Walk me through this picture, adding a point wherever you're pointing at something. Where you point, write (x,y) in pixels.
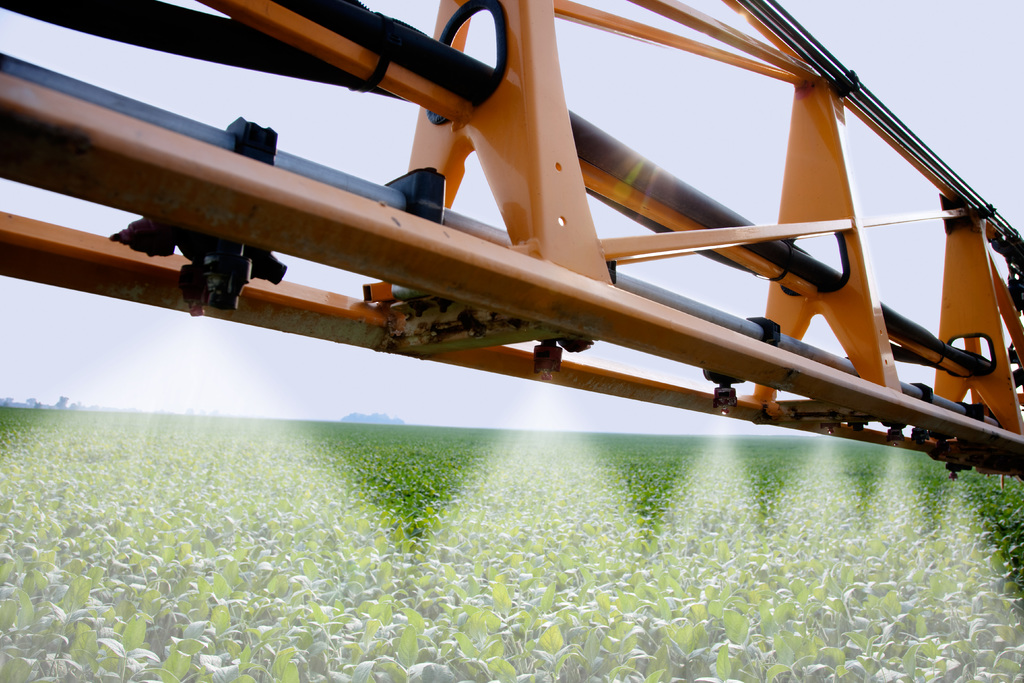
There is a field (350,540) at the bottom of this image (604,527) and there is a metal object (459,183) present as we can see at the top of this image (473,154), and there is a sky (478,42) in the background (312,345).
